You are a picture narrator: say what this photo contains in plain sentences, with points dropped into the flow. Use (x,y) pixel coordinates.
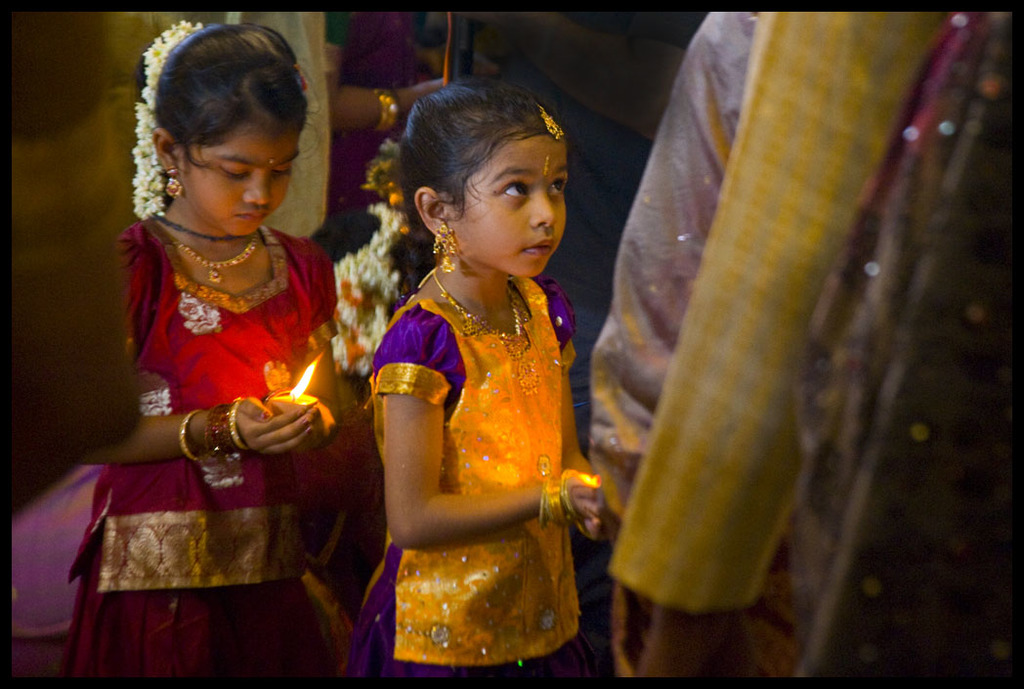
In this image I can see there are two girls (509,291) they both are wearing colorful dresses (292,356) and holding candles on their hand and I can see a person hand (747,211) visible on the right side (801,195) and at the top (357,33) I can see a person (335,69).
